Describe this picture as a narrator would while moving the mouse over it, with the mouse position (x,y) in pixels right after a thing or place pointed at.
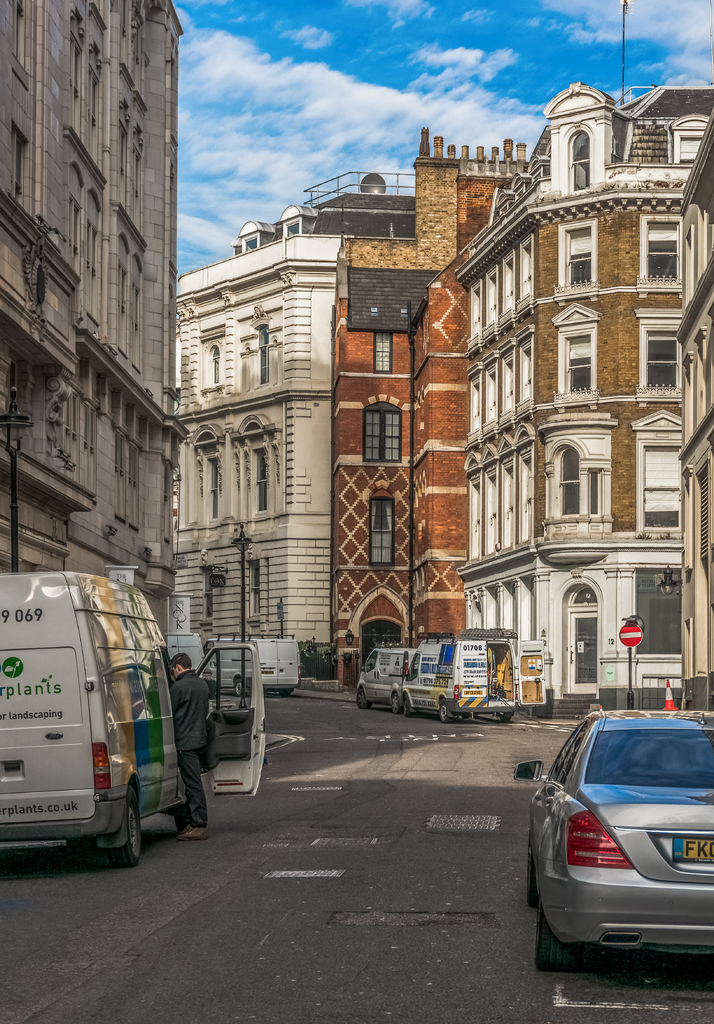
In this image we can see buildings (377,345), motor vehicle (273,639) on the road (313,812) and a person (200,729) standing, street poles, street lights (247,546), sign boards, traffic cones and sky (332,145) with clouds (297,147).
